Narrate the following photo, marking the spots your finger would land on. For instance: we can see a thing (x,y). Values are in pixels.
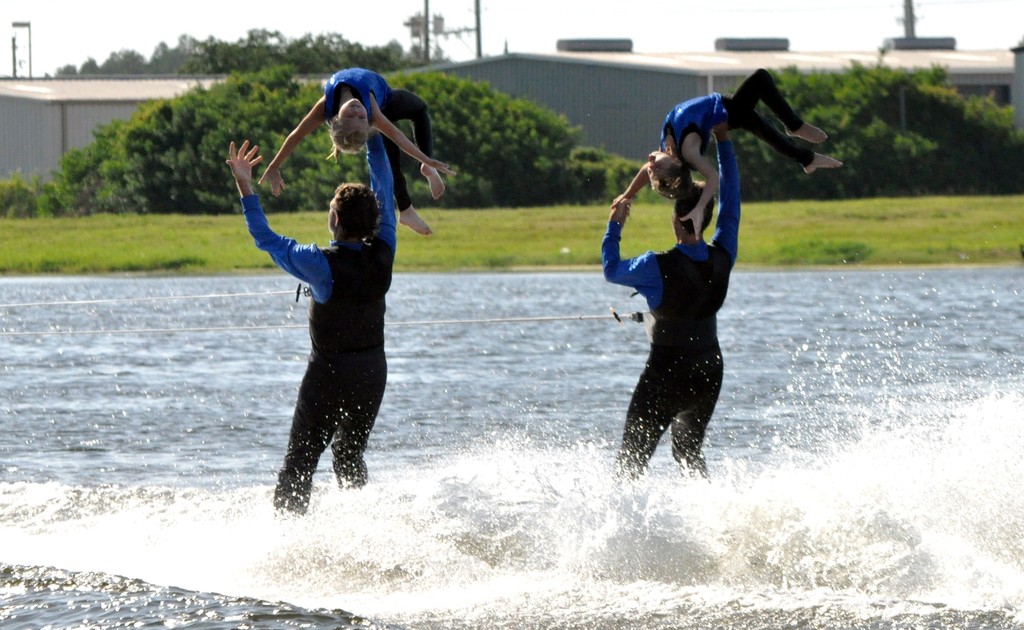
In this image we can see two persons (360,244) standing in the water (467,436) and carrying kids (728,119) and in the background (621,181) there are few trees (458,117), grass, buildings (525,92), poles (425,51) and the sky (605,25).
